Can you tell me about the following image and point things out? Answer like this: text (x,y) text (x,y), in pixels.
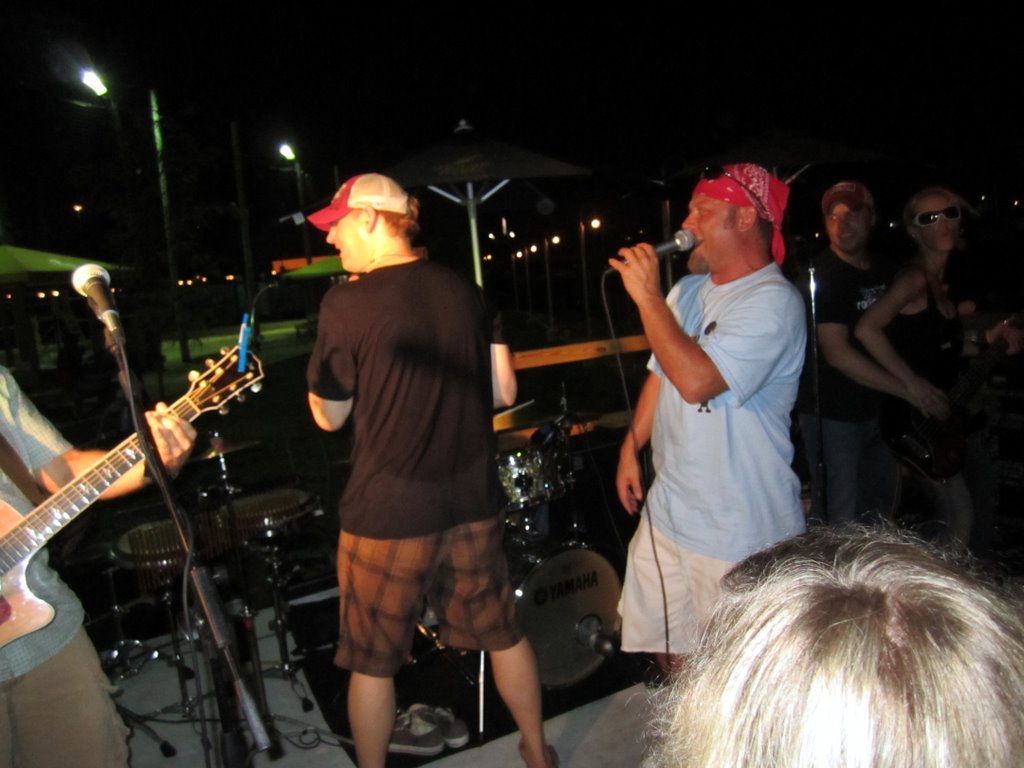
This picture shows few people (749,595) are standing and we see a man (619,264) holding a microphone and singing and we see a man (316,406) standing on the side near the drums (228,542) and we see a man (89,735) holding a guitar (23,600) in his hand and playing. we see few lights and we see a man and woman (958,511) standing on the side.
